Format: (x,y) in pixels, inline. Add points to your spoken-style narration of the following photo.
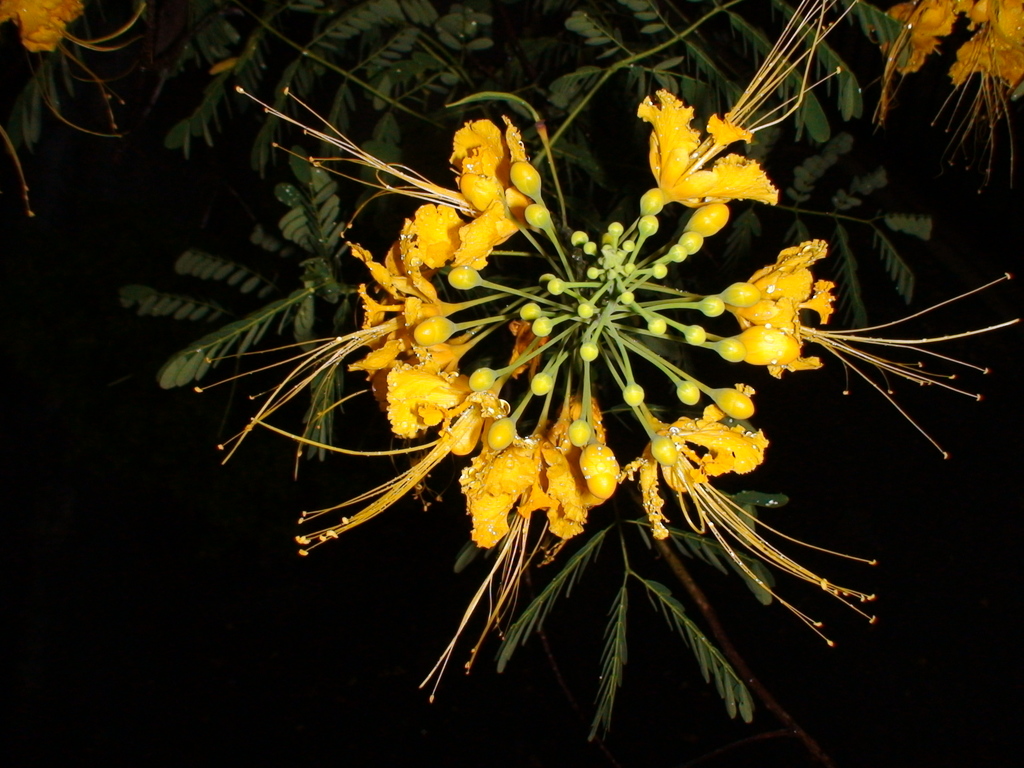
In the center of the picture (479,385) there are flowers (498,219) and buds (546,381). At the top (383,127) we can see leaves (367,19), stems (660,46) and flowers (52,17) of a tree (569,115). The background (72,600) is dark.
